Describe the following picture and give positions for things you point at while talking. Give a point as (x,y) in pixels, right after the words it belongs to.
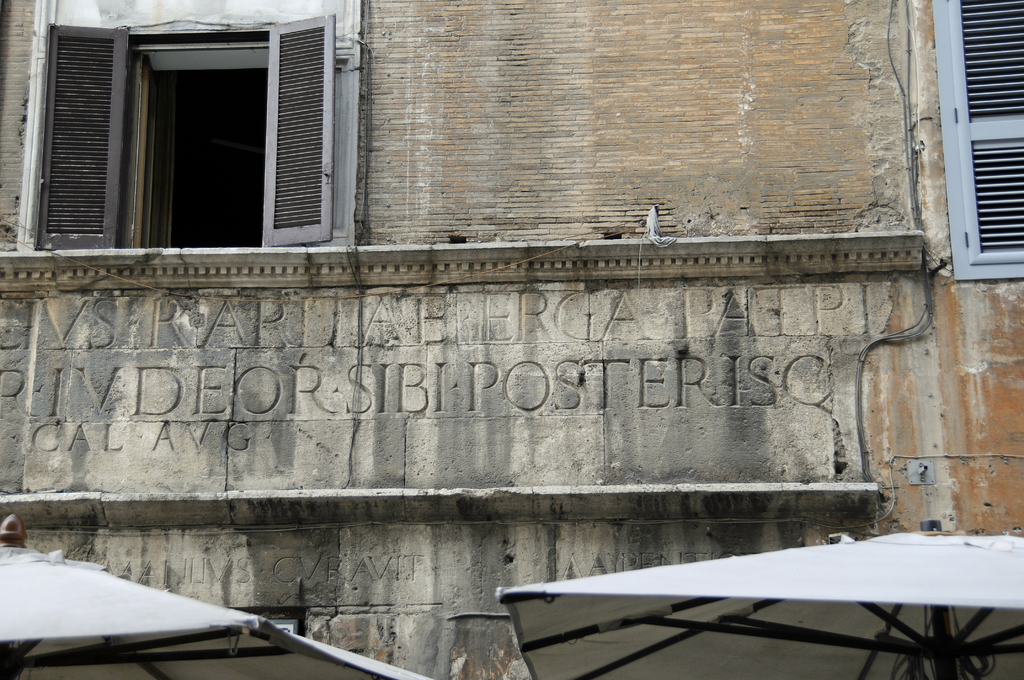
this is a picture of a building (965,237), here we can see a open window (118,30) and there is a text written on it and we can see umbrellas (756,566) in front of it.
